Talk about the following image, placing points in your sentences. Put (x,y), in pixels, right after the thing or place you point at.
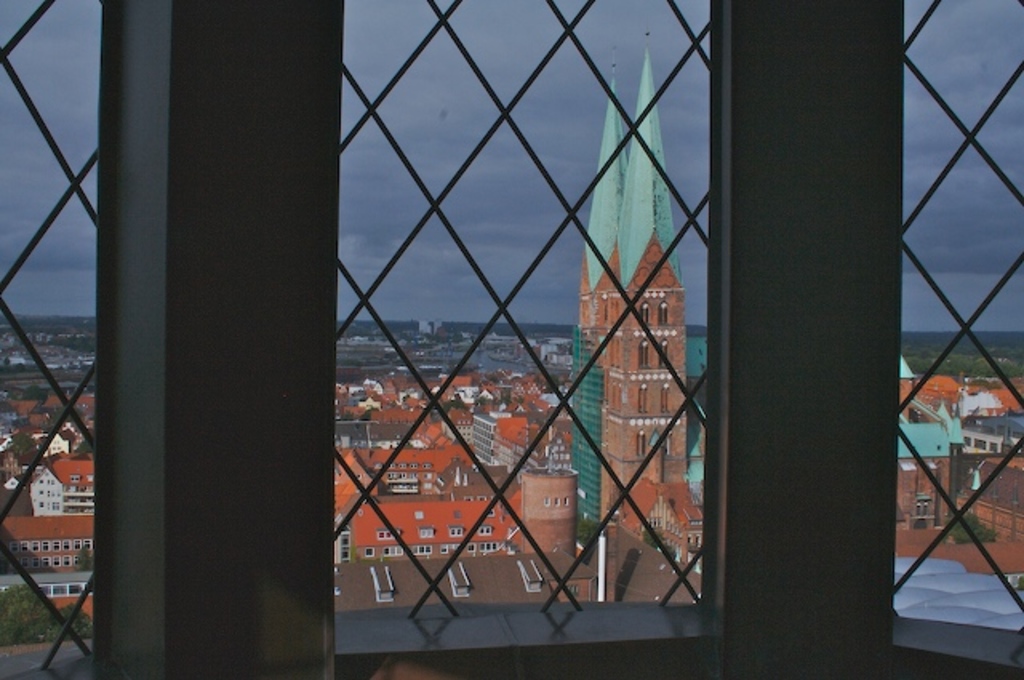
In this image there are windows (635,437) with grills (477,525) in which we can see buildings (526,424), trees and sky (572,226).
